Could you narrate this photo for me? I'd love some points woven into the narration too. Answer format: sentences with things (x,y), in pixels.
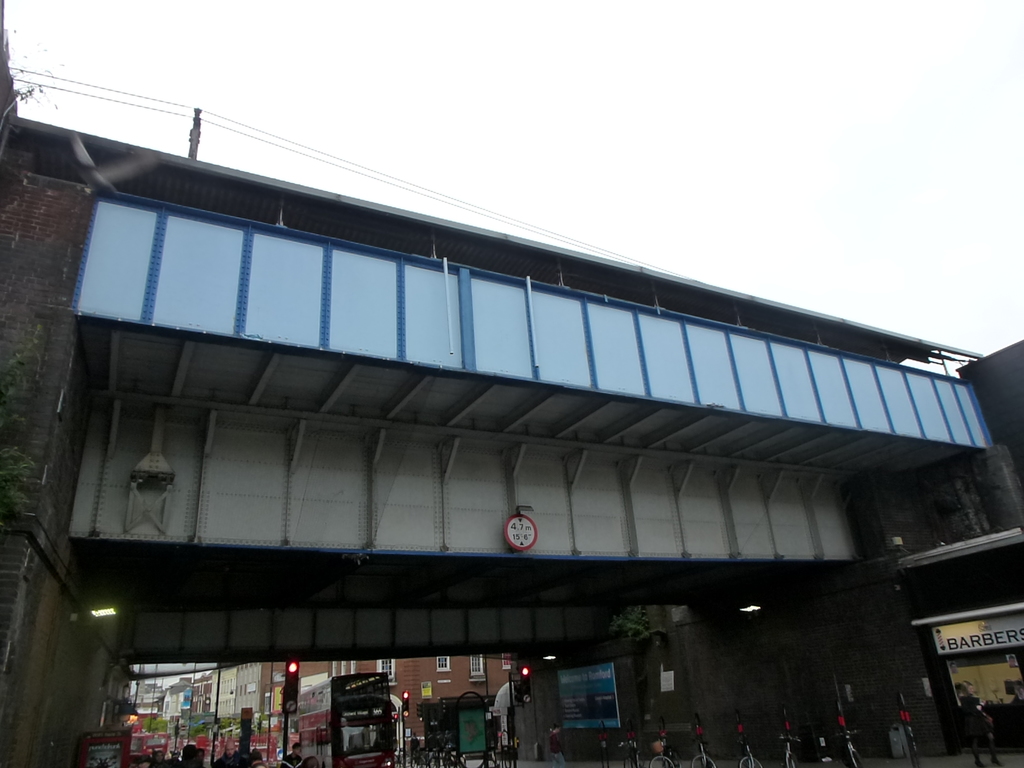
In this picture I can observe bridge (465,450) in the middle of the picture (465,450). In the bottom of the picture (293,662) I can observe traffic light (292,710). In the background (250,681) there are buildings (336,665) and sky (511,196).
